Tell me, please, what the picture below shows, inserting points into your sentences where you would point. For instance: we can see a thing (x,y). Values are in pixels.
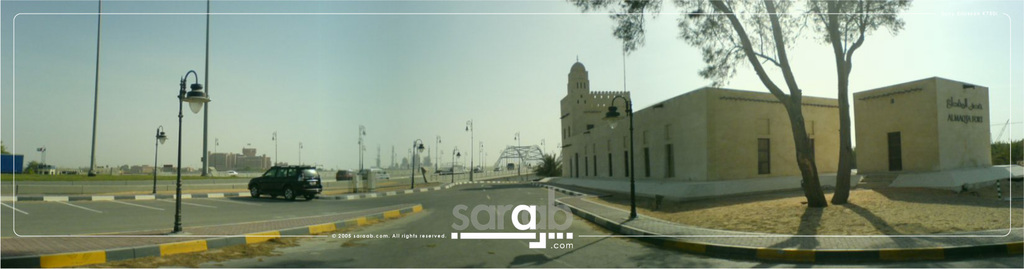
In this image we can see buildings (587,128), tree (841,121), street lights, vehicles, road (519,184) and we can also see the sky (200,51).
